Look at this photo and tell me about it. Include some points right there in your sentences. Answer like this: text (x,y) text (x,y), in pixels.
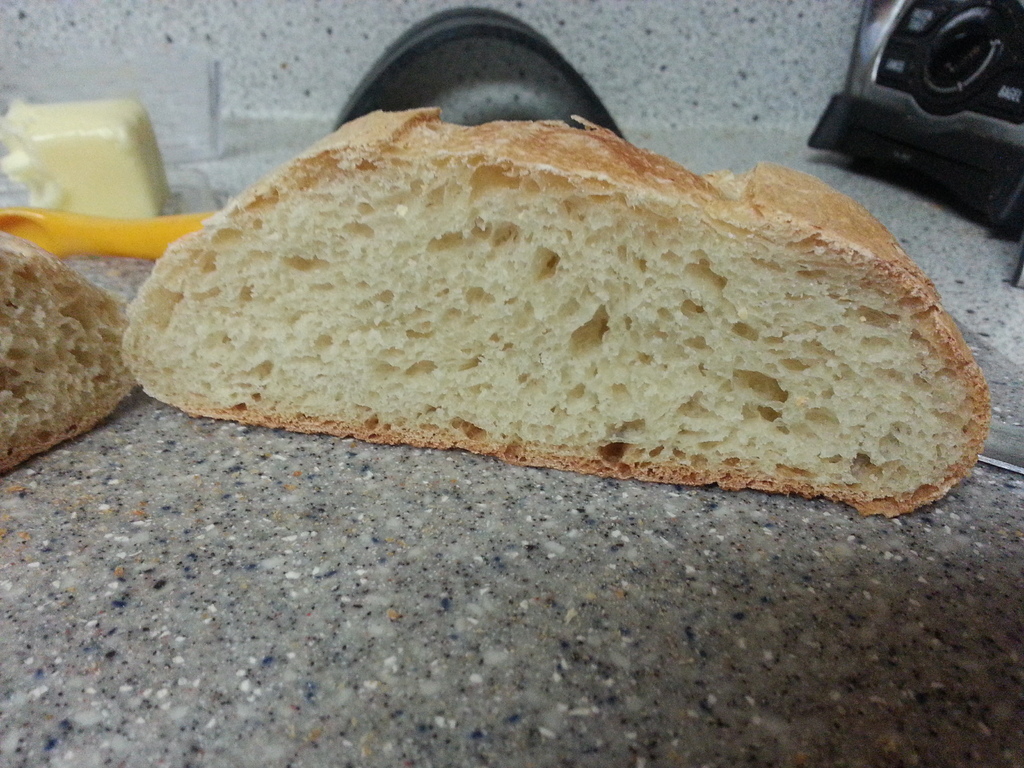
In this image I can see the food (222,317). To the side I can see the black and yellow color objects (562,114). These are on the countertop (425,617).
